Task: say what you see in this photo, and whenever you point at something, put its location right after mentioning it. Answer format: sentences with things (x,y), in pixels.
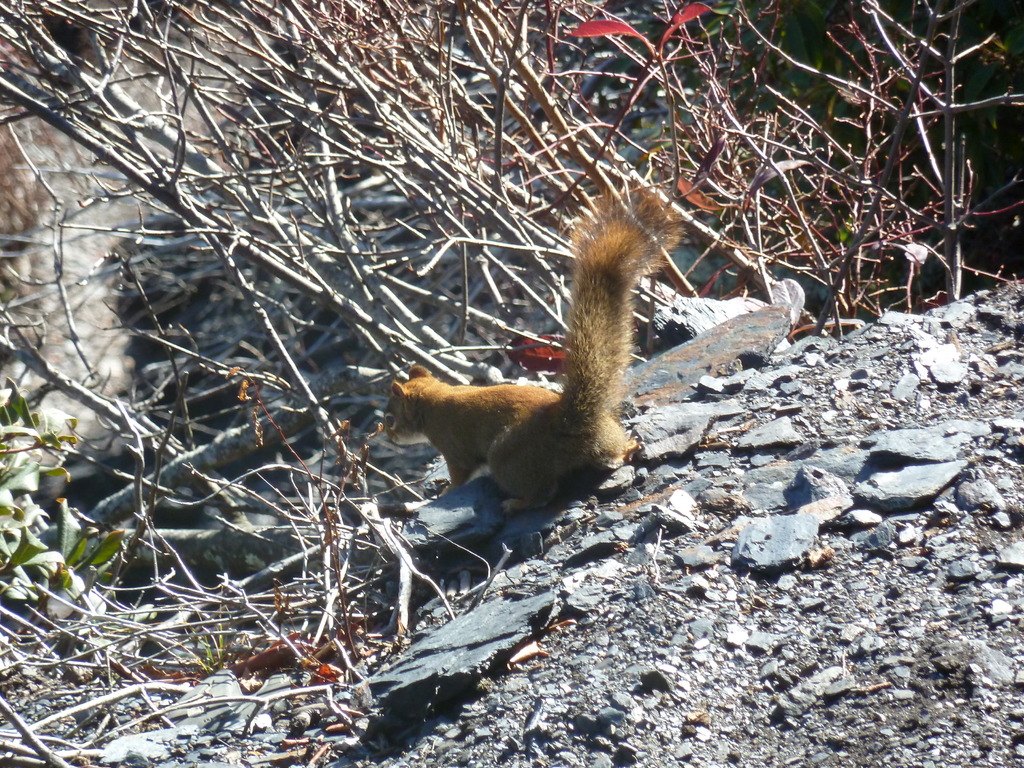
This picture is clicked outside. In the center (483,396) there is a squirrel (508,413) seems to be standing on the ground (554,531) and we can see the gravels (594,644), dry stems (758,30) and some green leaves (30,507).
